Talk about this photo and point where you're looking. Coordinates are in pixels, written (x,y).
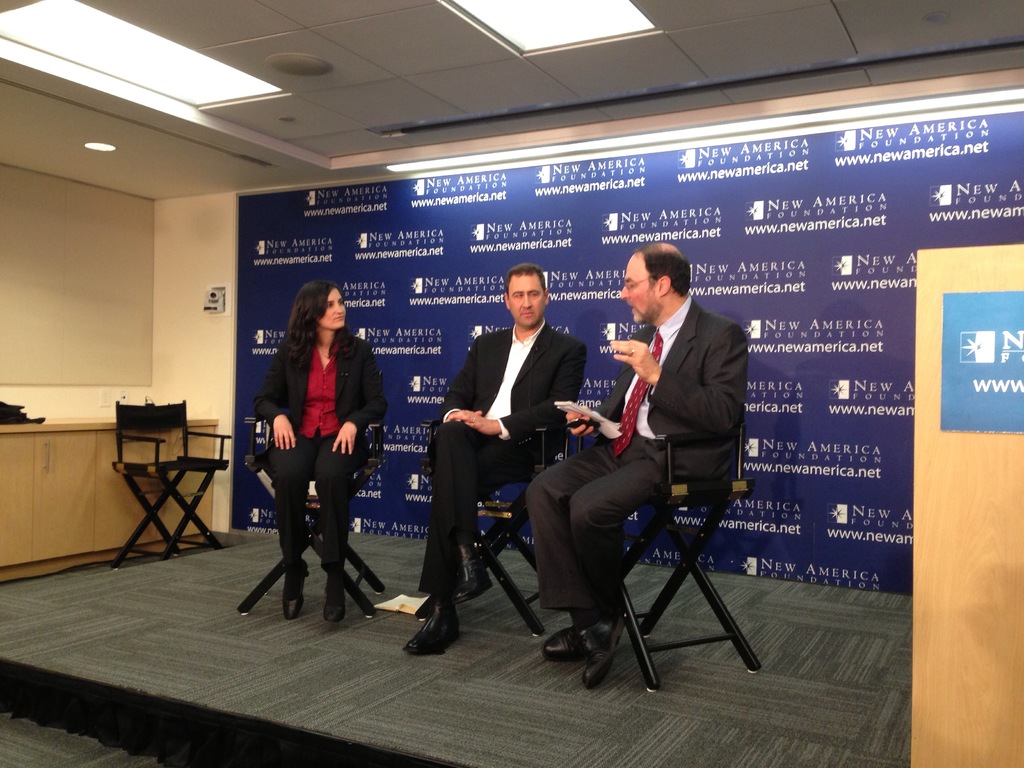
In this image, we can see three persons (714,388) wearing clothes (313,431) and sitting on chairs (652,536) in front of the board (805,190). There is a chair (186,470) on the left side of the image (208,462). There are lights (151,43) on the ceiling (488,50) which is at the top of the image (441,70).
